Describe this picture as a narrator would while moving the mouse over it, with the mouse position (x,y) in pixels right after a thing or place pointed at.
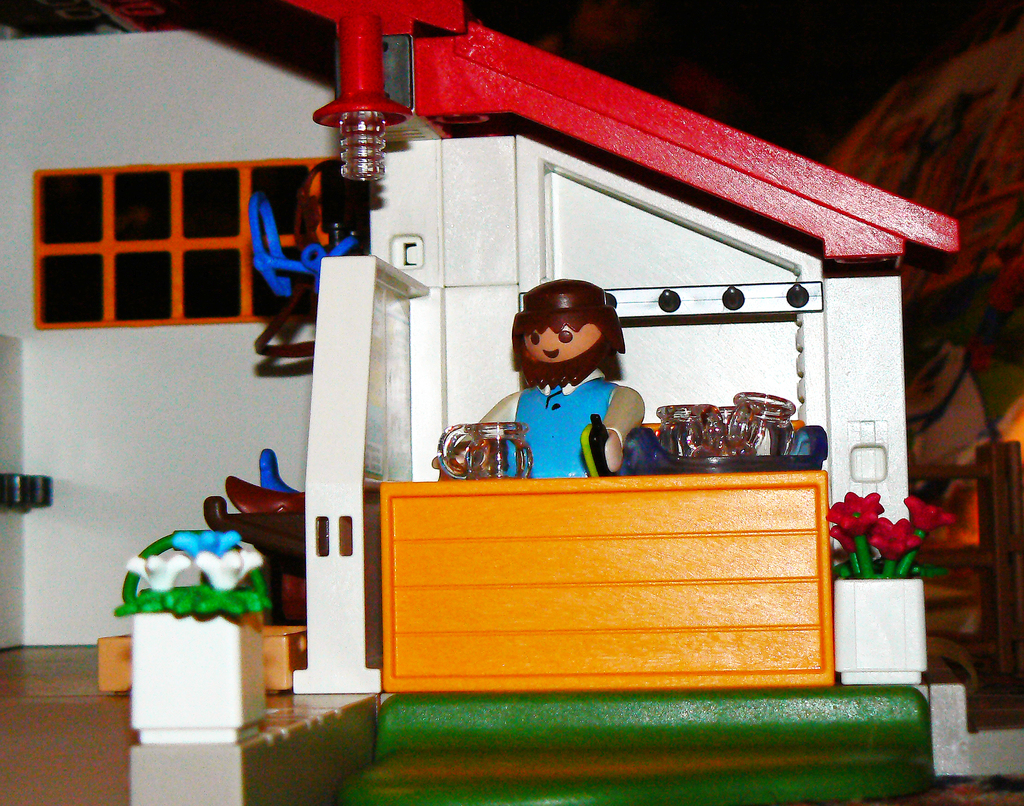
In the center of the image (469,325) we can see a toy house (423,199).
